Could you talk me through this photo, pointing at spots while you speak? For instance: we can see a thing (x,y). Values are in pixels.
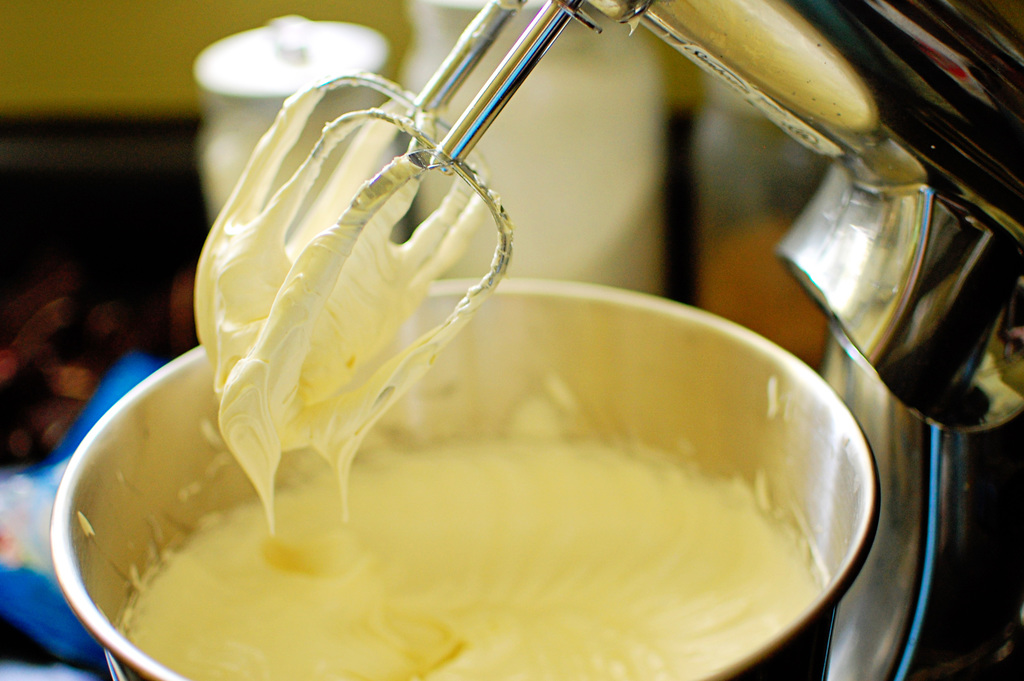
In the picture we can see blender machine (861,45) and a container (105,576) with some food item (279,616). The background of the image (38,153) is blurred.
